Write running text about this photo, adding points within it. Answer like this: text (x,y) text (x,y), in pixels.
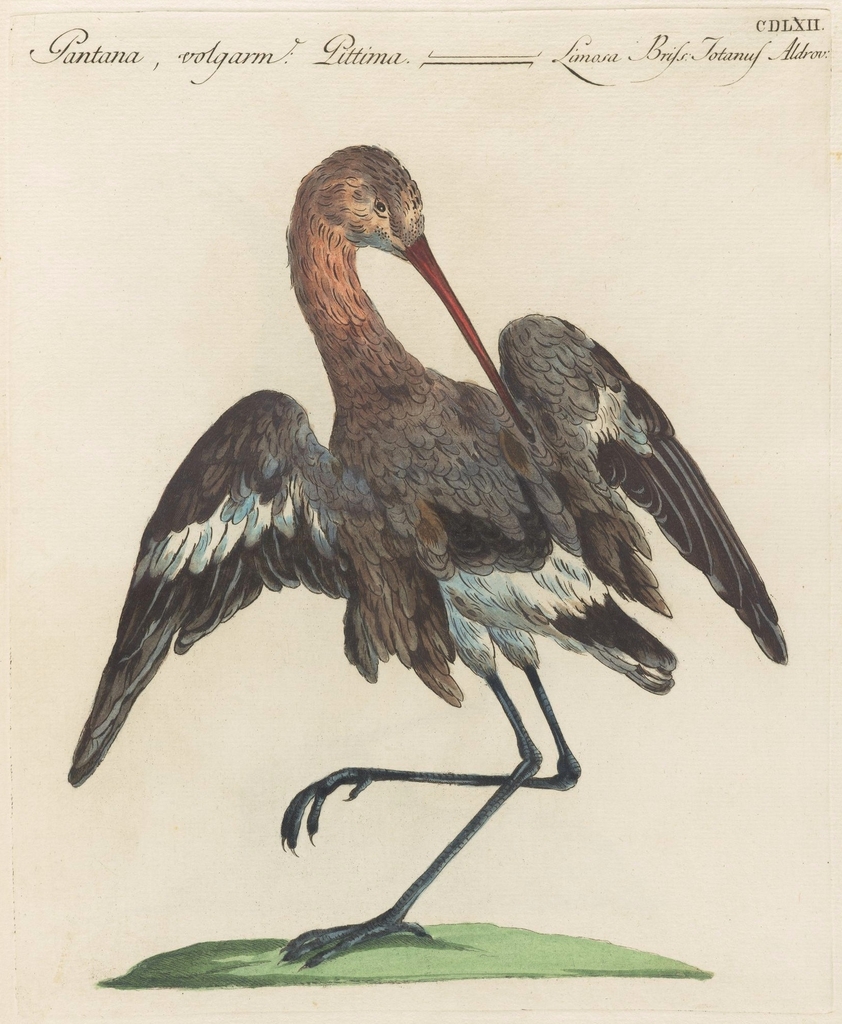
This is a paper (531,196) on the paper (497,270) there is a depiction of a bird (399,424), and at the bottom (441,967) there is grass (534,957) and at the top (106,52) there is text (392,60).
